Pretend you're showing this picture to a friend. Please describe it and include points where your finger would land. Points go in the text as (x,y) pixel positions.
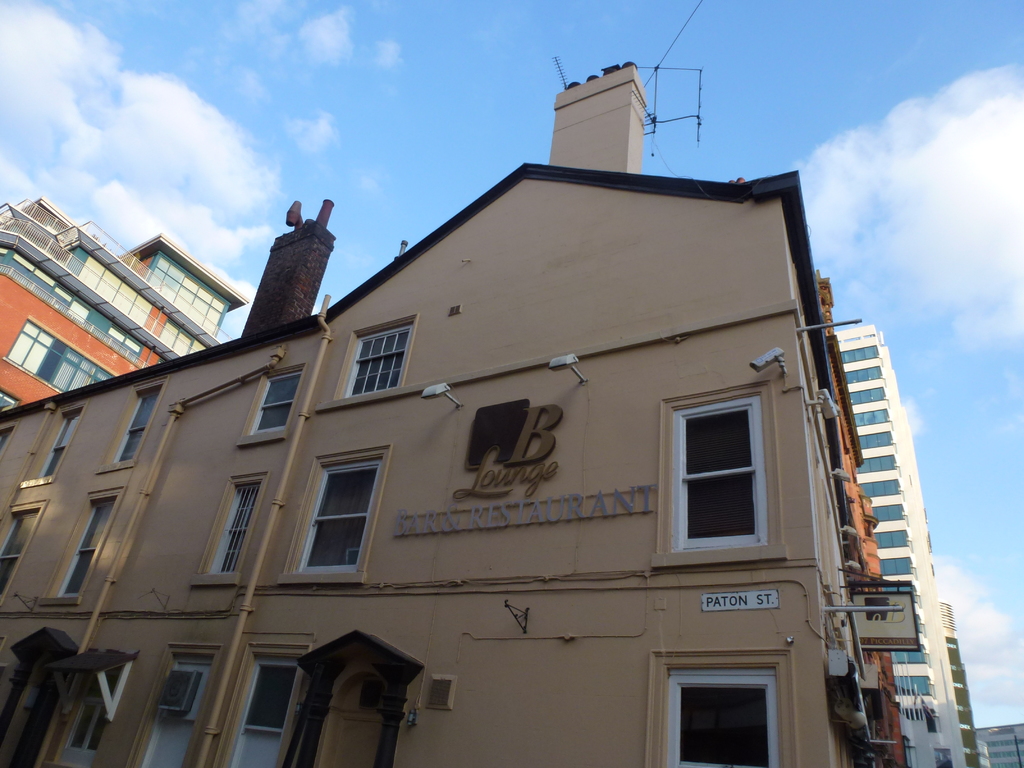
In this image there are buildings (812,461) and the sky (1002,260) is cloudy and there are some texts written on the building (515,477) which is in the front (558,494).
